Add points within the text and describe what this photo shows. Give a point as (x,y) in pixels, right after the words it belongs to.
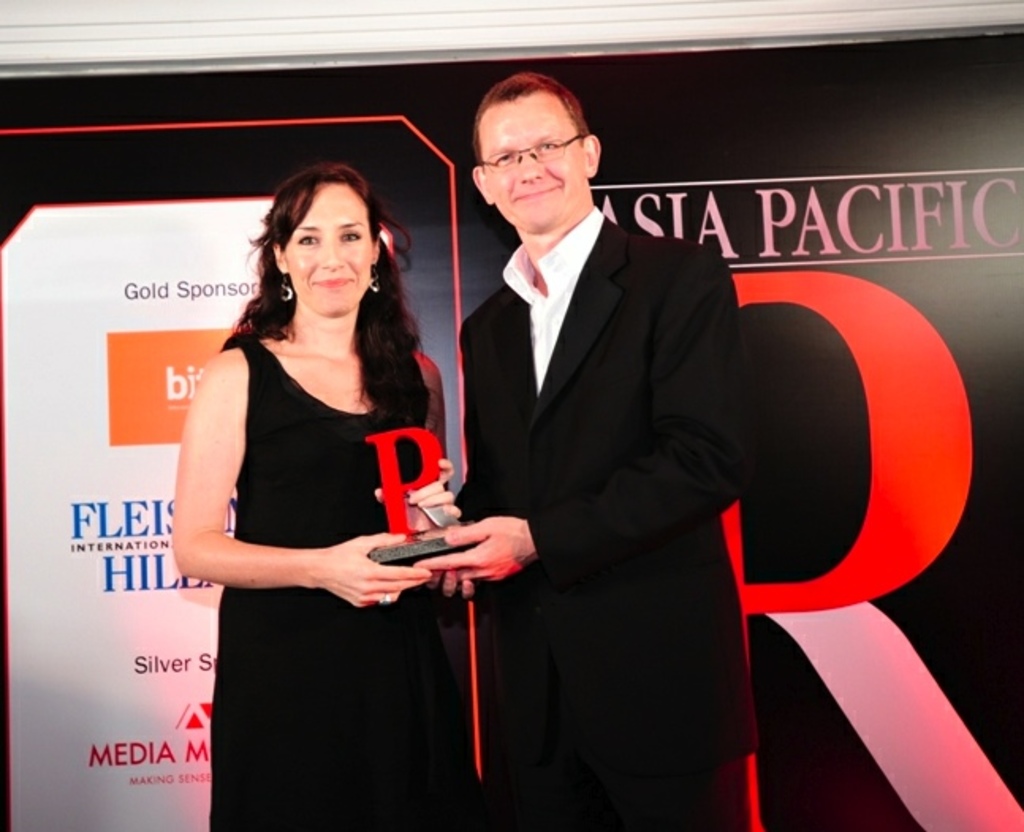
In the image to the left side (341,578) there is a lady (344,588) with black dress (354,716) is standing. Beside him there is a man (648,297) with black jacket (613,328) and white shirt (566,243) is standing. Both the lady (352,478) and the man (577,305) is holding the award (407,546) in their hands (458,564). Behind them there is a poster (845,327).
